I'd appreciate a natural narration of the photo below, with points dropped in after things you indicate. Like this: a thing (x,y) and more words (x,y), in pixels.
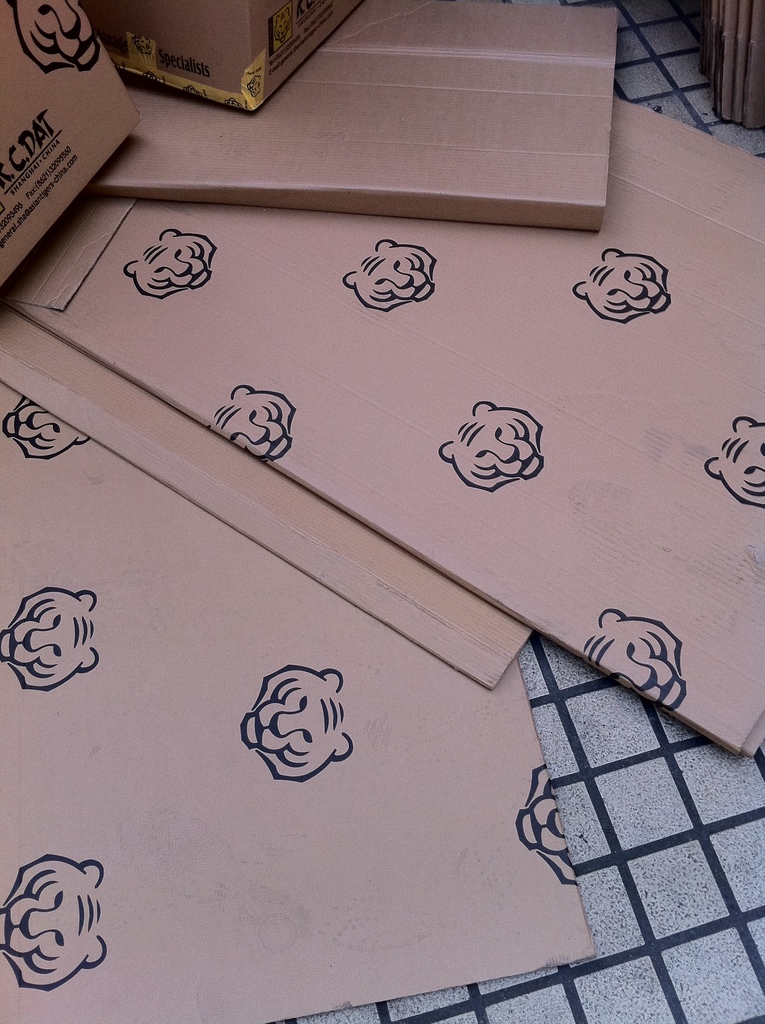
In this image there are cardboard boxes (321,434) on the floor (624,975). On the cardboard boxes (260,719) there are symbols (89,660) of a tiger face (278,711).
